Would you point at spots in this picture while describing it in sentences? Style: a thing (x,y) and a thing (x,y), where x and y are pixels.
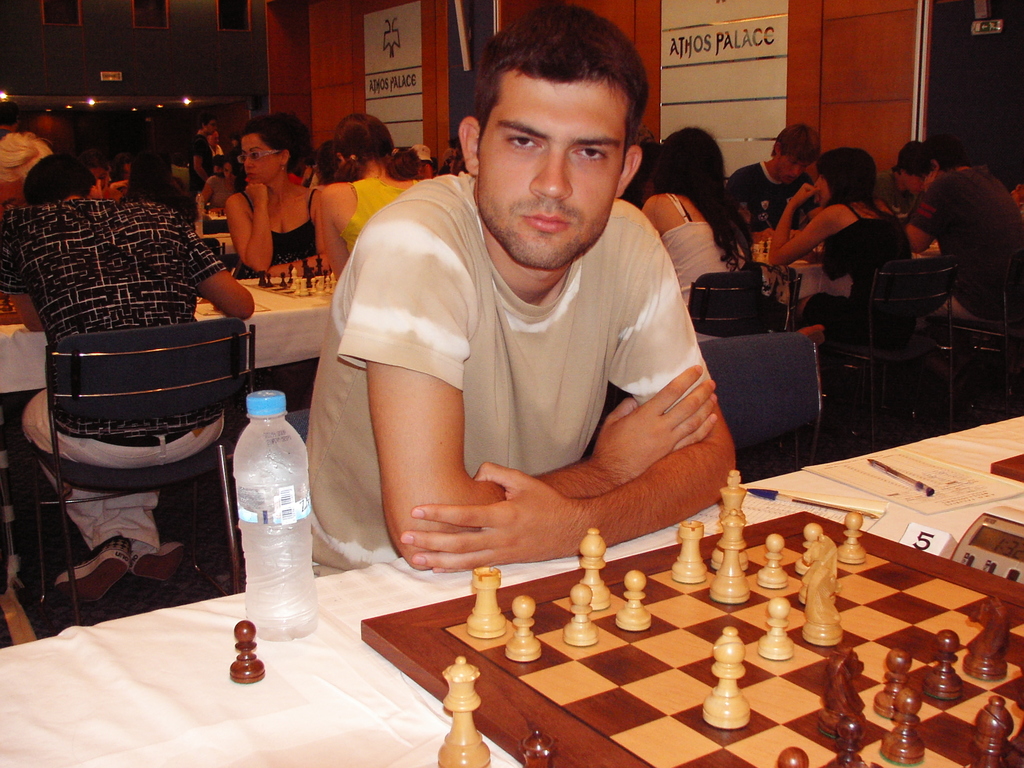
In this image I can see number of people (179,448) are sitting on chairs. Here on this table (334,636) I can see a bottle (296,589) and a chess board (609,723).
